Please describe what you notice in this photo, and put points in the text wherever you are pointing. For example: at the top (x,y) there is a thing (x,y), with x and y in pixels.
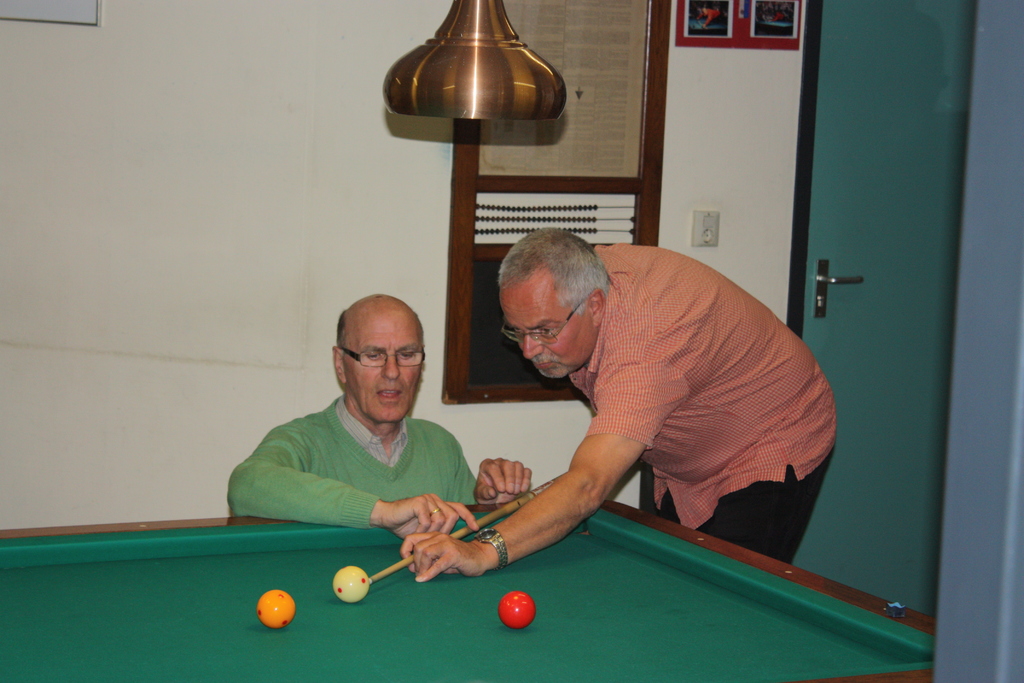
On the background (736,53) we can see a frame (739,20) over a wall (391,163). This is a door (891,240). Here we can see two men (589,394) playing snookers game. They both wore spectacles (543,337).
